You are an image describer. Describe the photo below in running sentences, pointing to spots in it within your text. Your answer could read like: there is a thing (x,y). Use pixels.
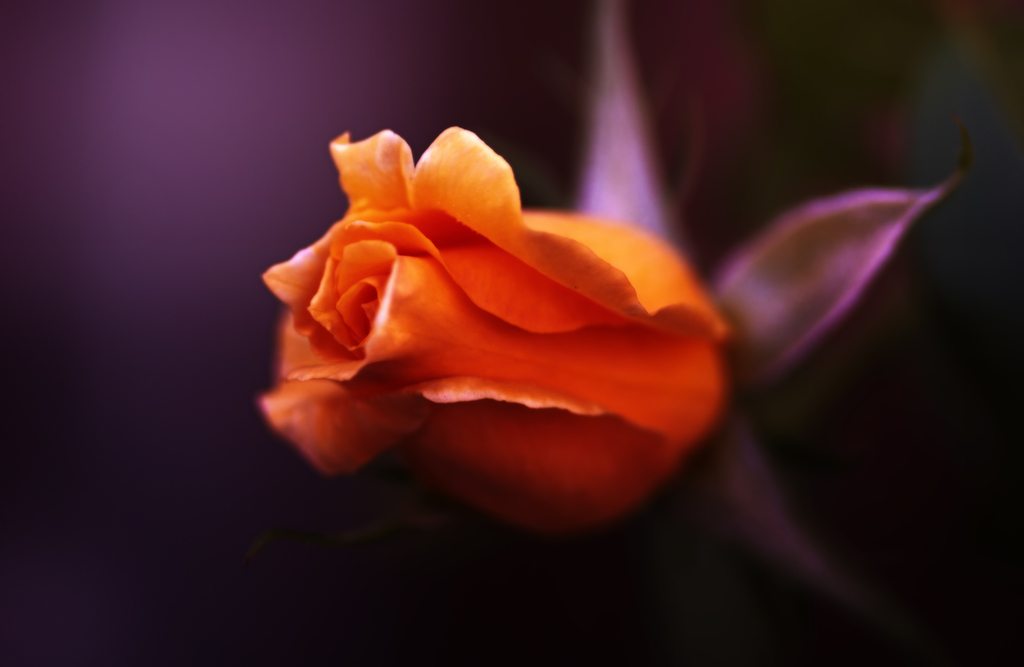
In the foreground of the image (462,311), there is an orange color flower (579,396) and the background (290,656) image is blurred.
